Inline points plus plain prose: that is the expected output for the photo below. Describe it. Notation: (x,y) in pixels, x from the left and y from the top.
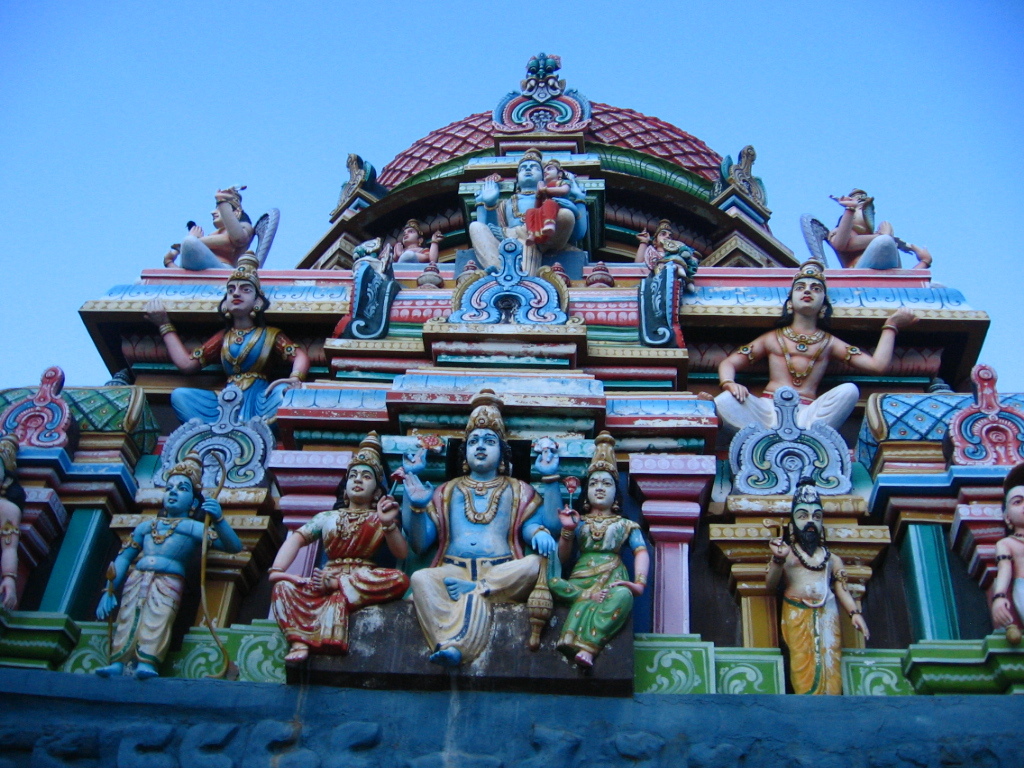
In this image we can see the temple (373,491) with idols (426,502). We can also see the sky (868,93).
